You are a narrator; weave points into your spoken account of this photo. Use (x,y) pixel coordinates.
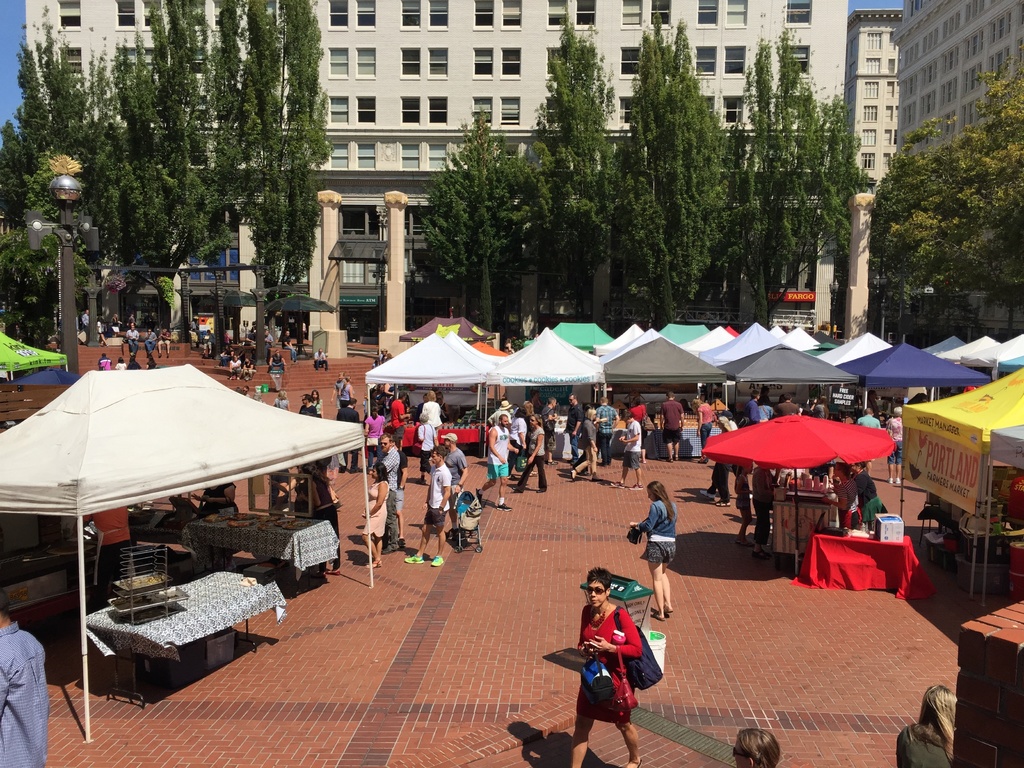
In this image we can see there are so many stalls (818,458). In front of the stalls (306,435) there are so many people (424,445) standing. In the background (518,43) there is a building (461,75), in front of the building (409,164) there are trees (658,231).
